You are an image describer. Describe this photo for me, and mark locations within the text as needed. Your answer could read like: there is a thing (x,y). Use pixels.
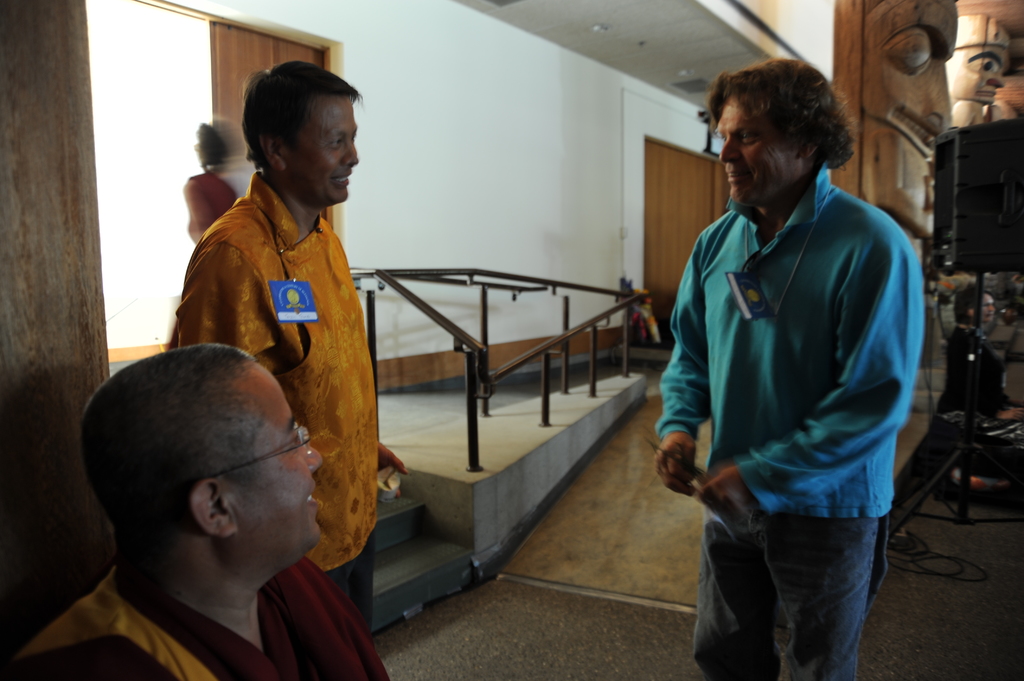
In the picture there are three men (370,518), one person (235,545) is sitting and talking something and the remaining two (227,283) were standing and behind these people (894,405) on the right side (973,251) there is some other equipment (961,191) and on the left side (150,166) there is a wall (594,156) and beside the wall (368,155) there is a door (245,75) and a person (193,203) is walking beside the door (235,67).
